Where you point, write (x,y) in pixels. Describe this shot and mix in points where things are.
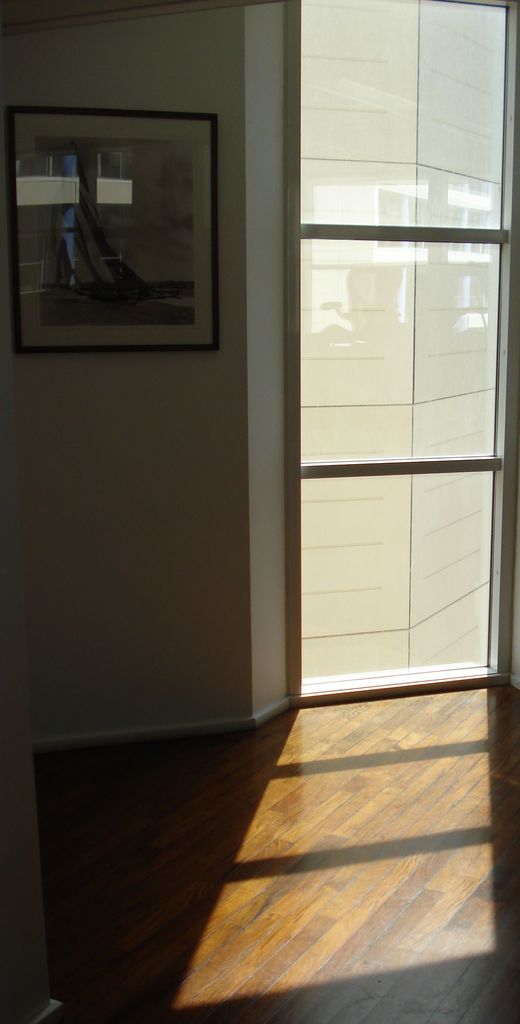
In this picture we can see photo frame (197,192) near to the door (370,324). Through the door (376,311) we can see building (358,266). On the bottom (425,1008) there is a wooden floor (446,936).
